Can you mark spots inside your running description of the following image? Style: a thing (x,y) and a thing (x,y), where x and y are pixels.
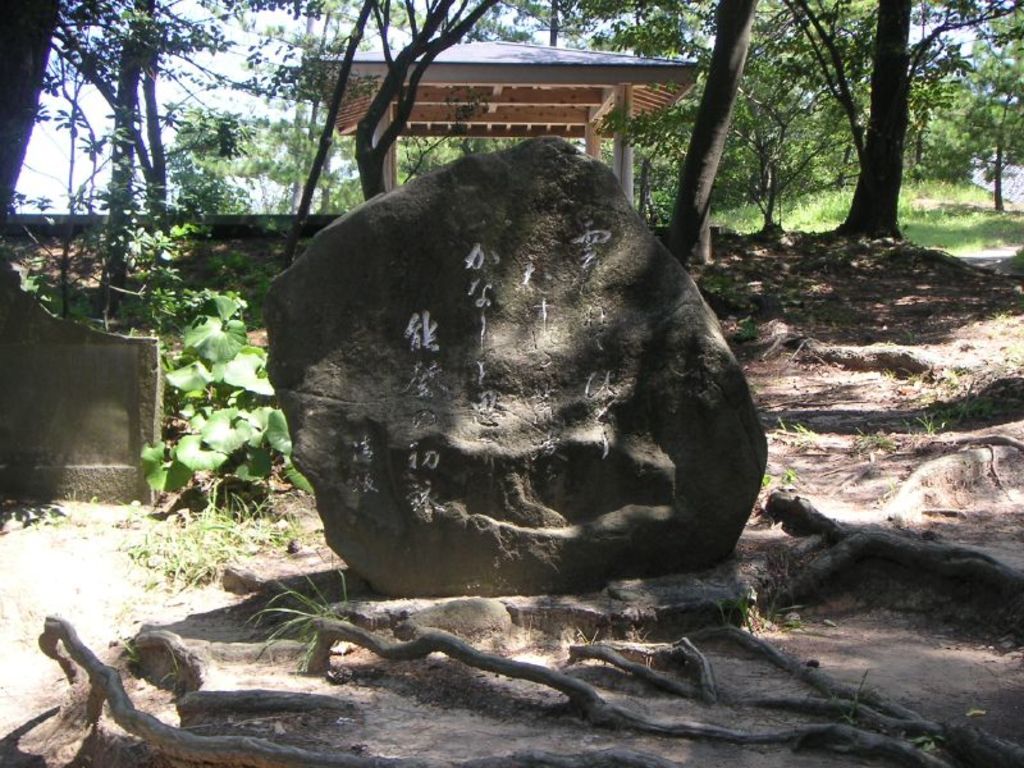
This image consists of a rock (401,362) on which there is a text (433,466). At the bottom (388,766), there are roots (402,764) of a tree (618,722). In the background (938,172), there is a shed (505,47) along with trees (24,58) and plants (749,122).
